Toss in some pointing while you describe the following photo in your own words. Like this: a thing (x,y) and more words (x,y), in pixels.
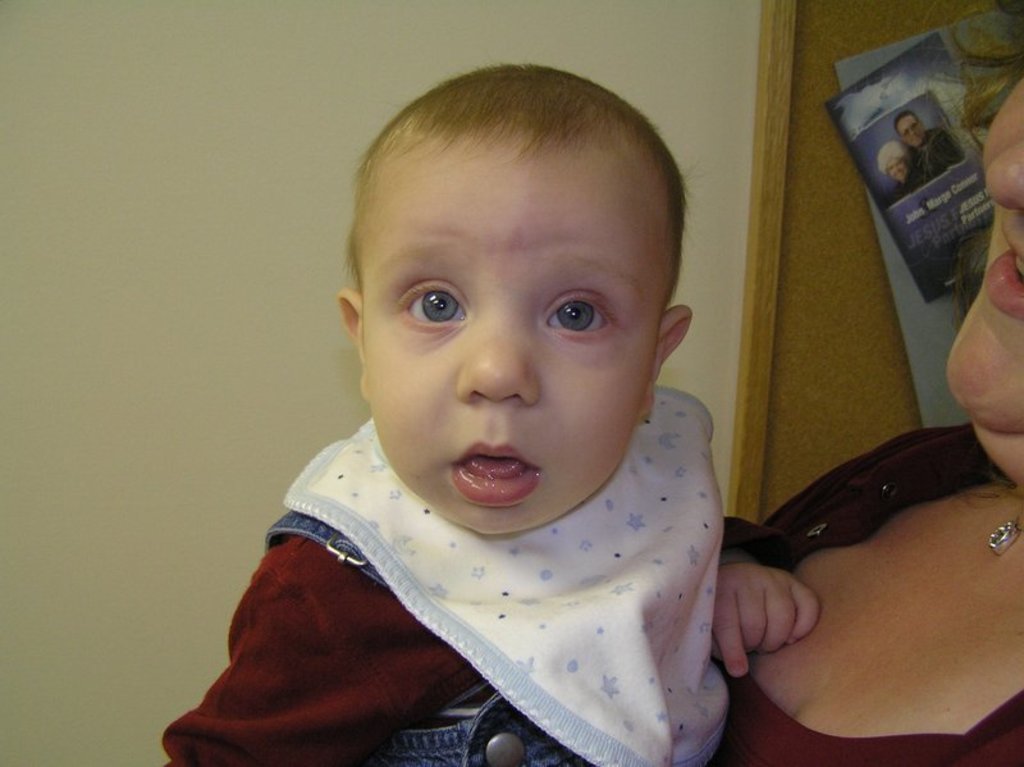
In this image, we can see a baby (534,455) and person (981,592). Here we can see a baby (560,548) is watching. Background (825,382) we can see wall (223,209), wooden objects (785,346) and posters (899,201).
